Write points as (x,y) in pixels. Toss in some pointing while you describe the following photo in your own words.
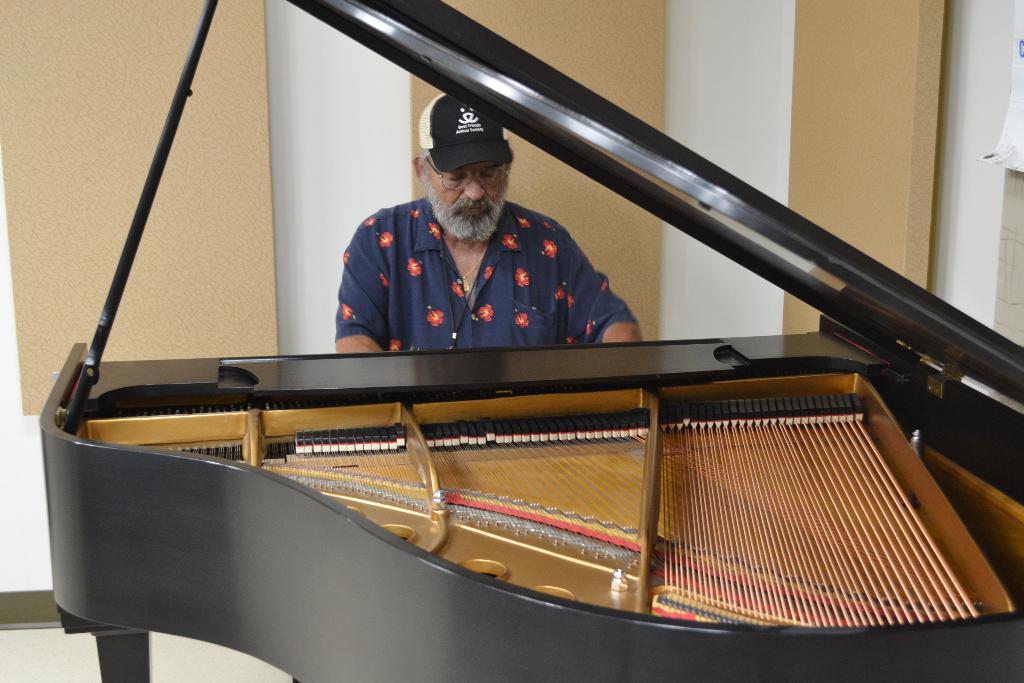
In this image a man (524,302) sitting and playing a musical instrument (582,476), the man (536,292) is wearing the spectacles (493,173) and a cap (459,134). At the background (253,132) i can see the wall (246,262).
